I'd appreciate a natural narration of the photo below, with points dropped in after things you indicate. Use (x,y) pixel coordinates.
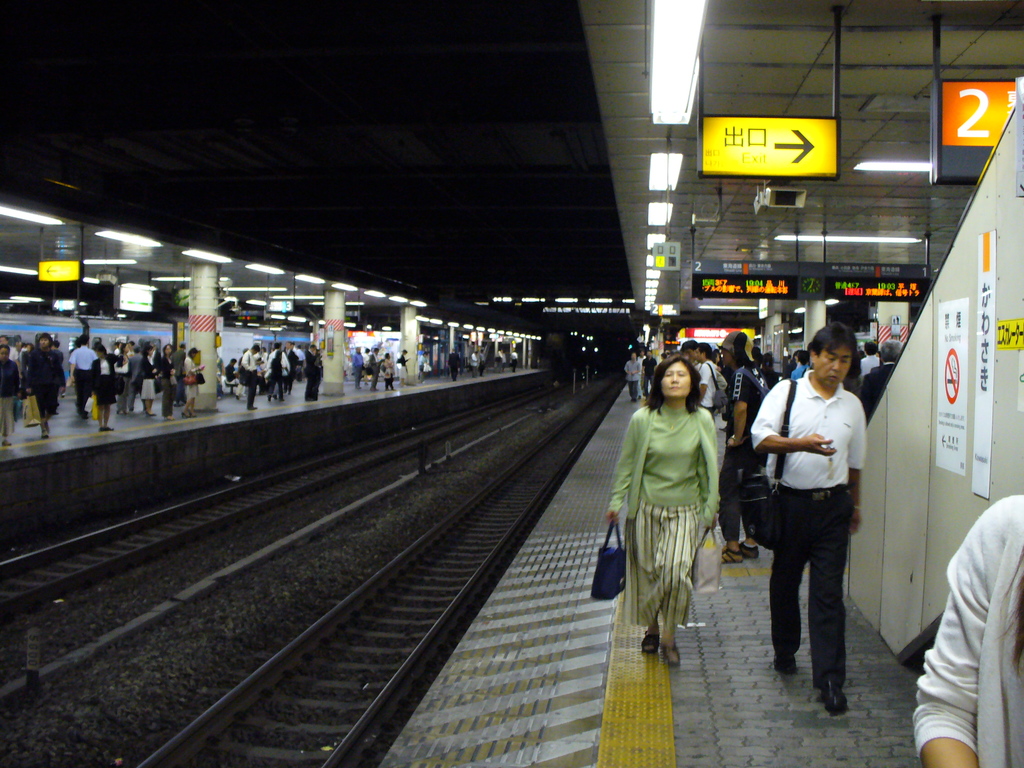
This image is taken in the railway station (610,425) during the night time. In this image we can see many people (646,468) on the platform (736,595). We can also see the pillars (904,315), lights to the ceiling (869,209), display boards (718,277), sign boards (716,160) and also platform number boards (947,125). We can also see the stickers (950,340) attached to the wall (914,521). We can see the stones (249,652) and also the tracks (295,695).
